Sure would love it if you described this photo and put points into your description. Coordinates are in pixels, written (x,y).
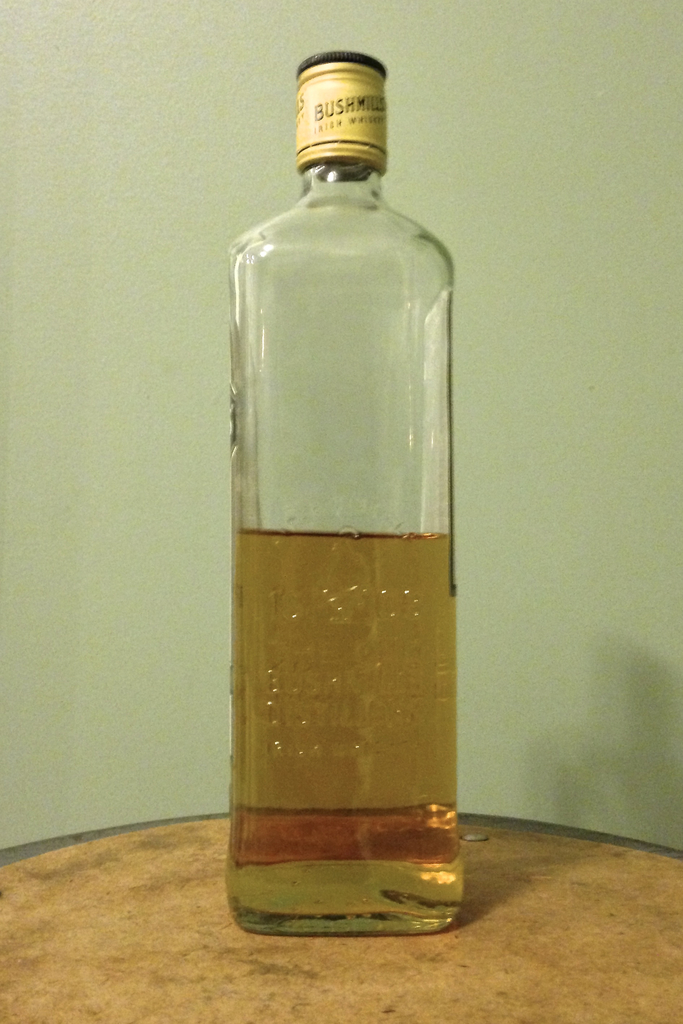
There is a bottle (332,680) with some drink (347,694) in it placed on the table (351,938). In the background (529,307) there is a wall (128,203) here.
